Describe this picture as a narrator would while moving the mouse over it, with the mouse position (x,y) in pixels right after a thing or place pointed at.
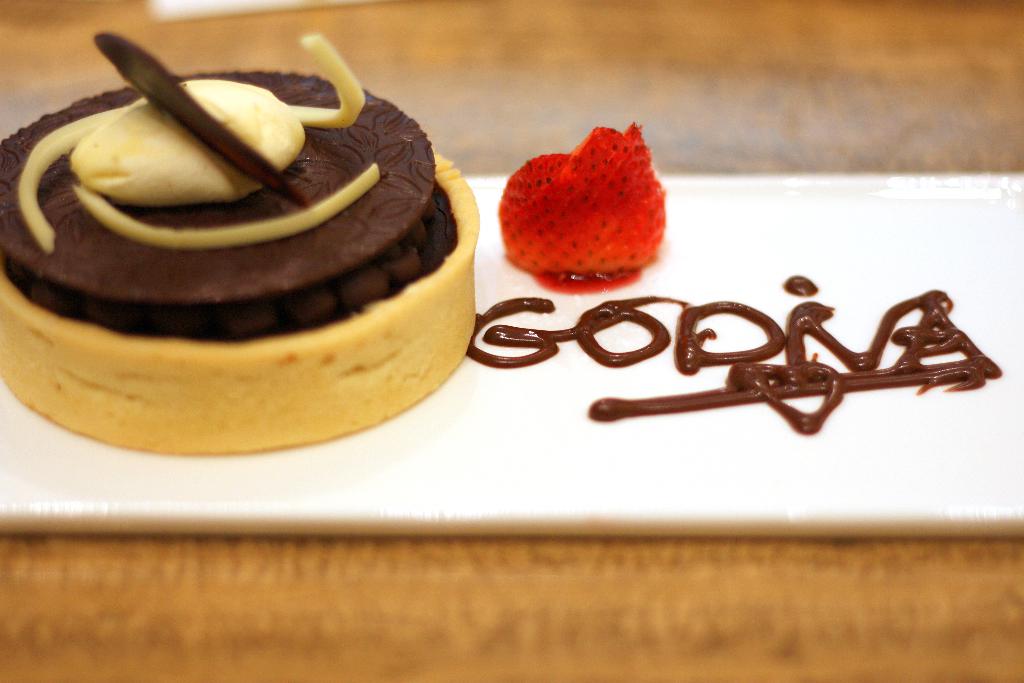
In this picture we can see a table (466,568). On the table (285,563) we can see a tray (349,487) which consists of cake (349,271), strawberry (596,253), melted chocolate cream (784,369).
